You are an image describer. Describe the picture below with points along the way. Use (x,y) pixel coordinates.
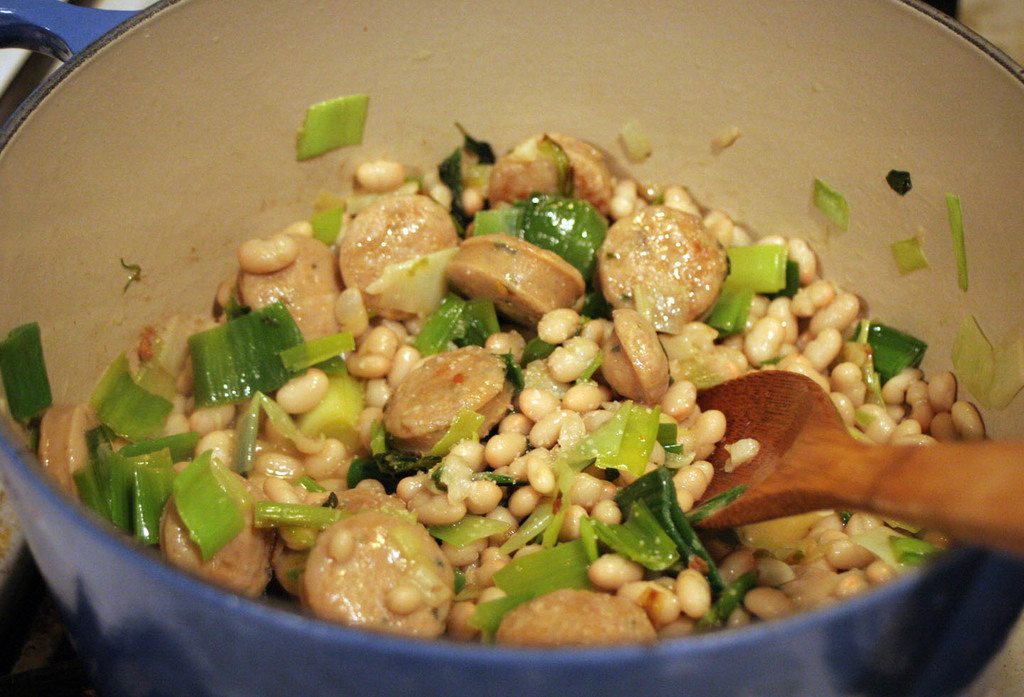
In the center of the image (555,323) a food item (556,398) and spoon (782,486) are present in the bowl (993,425).
